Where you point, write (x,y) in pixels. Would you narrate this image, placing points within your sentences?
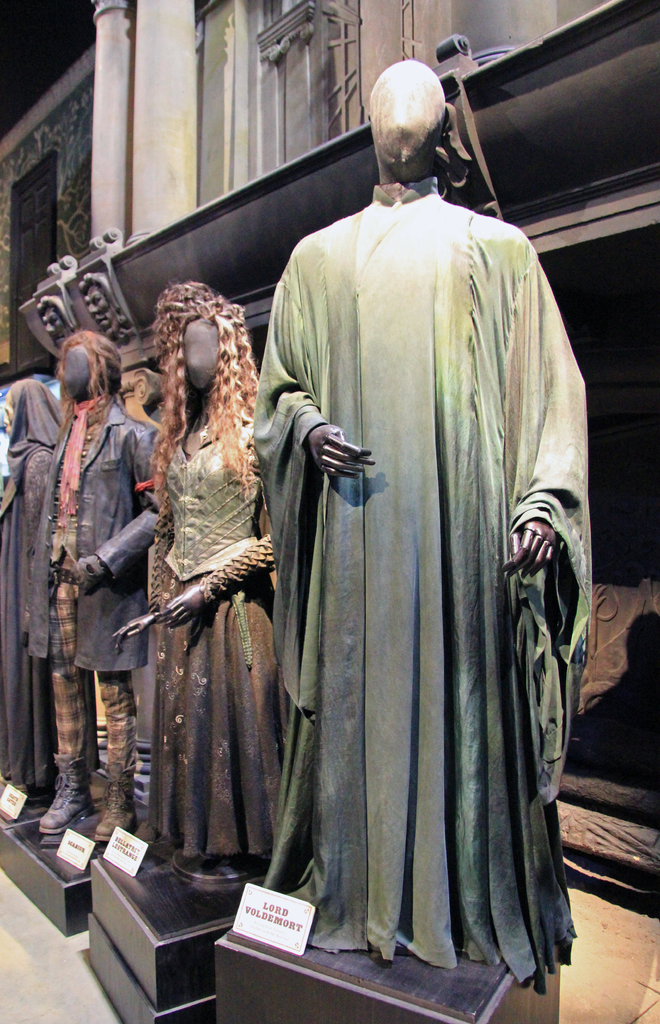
This picture is clicked inside. In the foreground (426,198) we can see the mannequins (65,612) wearing different dresses (312,553) and we can see the boards (253,909) on which the text (260,909) is printed. In the background (518,56) we can see the building (146,60) and the wall (230,45) and pillar (103,105) of the building (107,117) and the window (49,208) of a building (35,204).
